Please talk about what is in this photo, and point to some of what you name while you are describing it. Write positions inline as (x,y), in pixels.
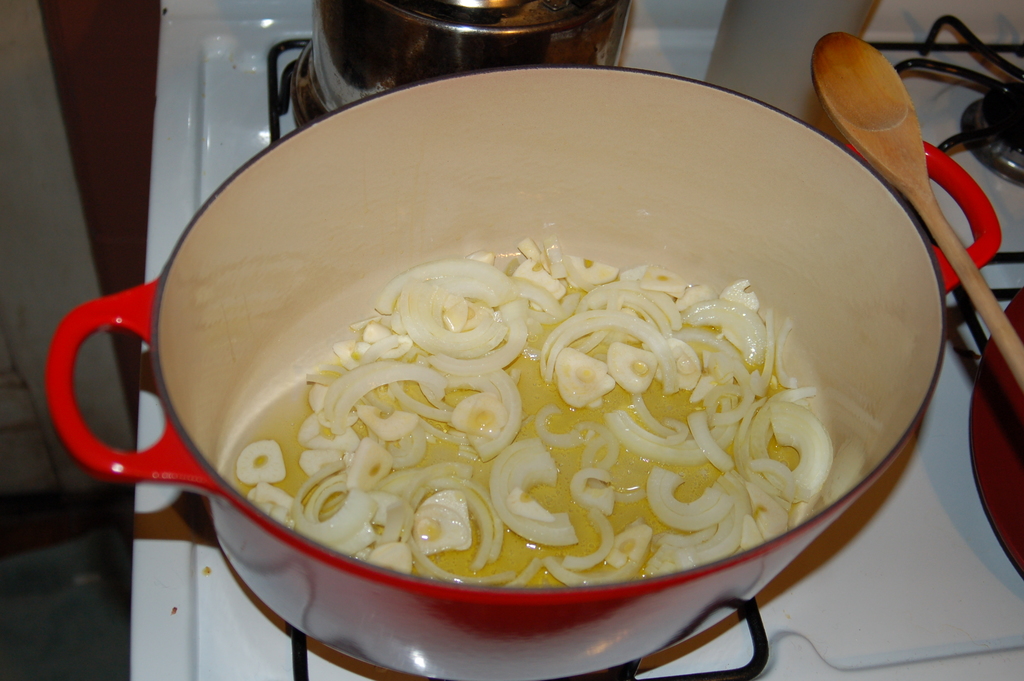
In the picture we can see a stove (198,645) with a bowl (547,189) on it with some onion slices (489,297) and oil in it and beside it, we can see a wooden spoon (889,133) and on the other stove (273,81) we can see a part of the steel box (311,93).
